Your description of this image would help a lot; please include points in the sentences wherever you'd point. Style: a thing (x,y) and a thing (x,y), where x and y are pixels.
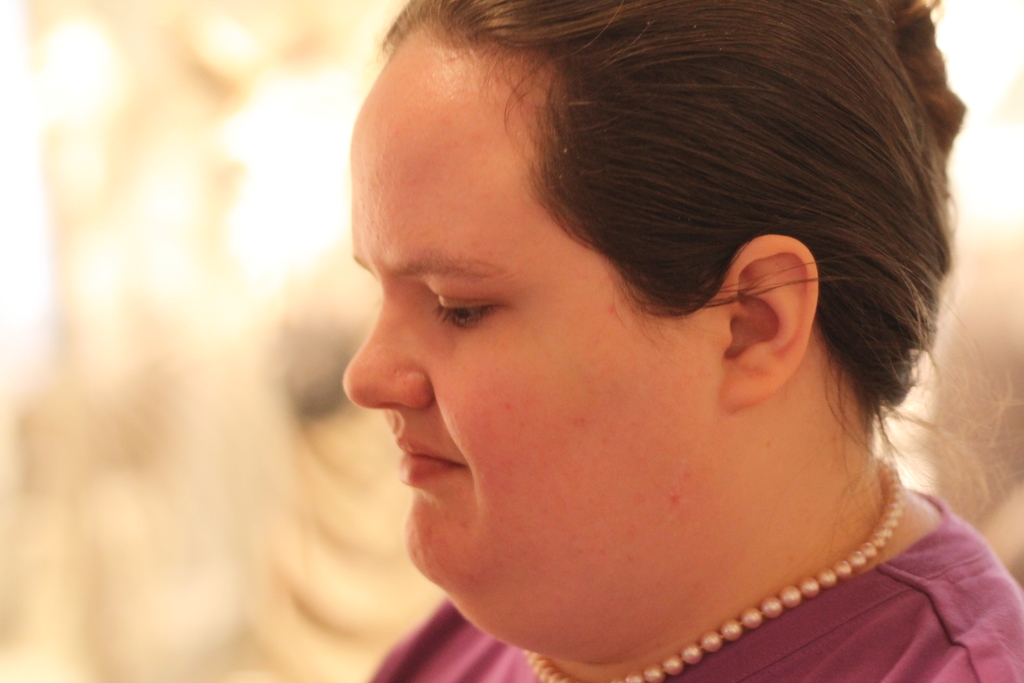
There is a person (683,399) wearing pearl chain (891,520) and a purple t shirt (887,642). In the background (259,349) it is blurred.
